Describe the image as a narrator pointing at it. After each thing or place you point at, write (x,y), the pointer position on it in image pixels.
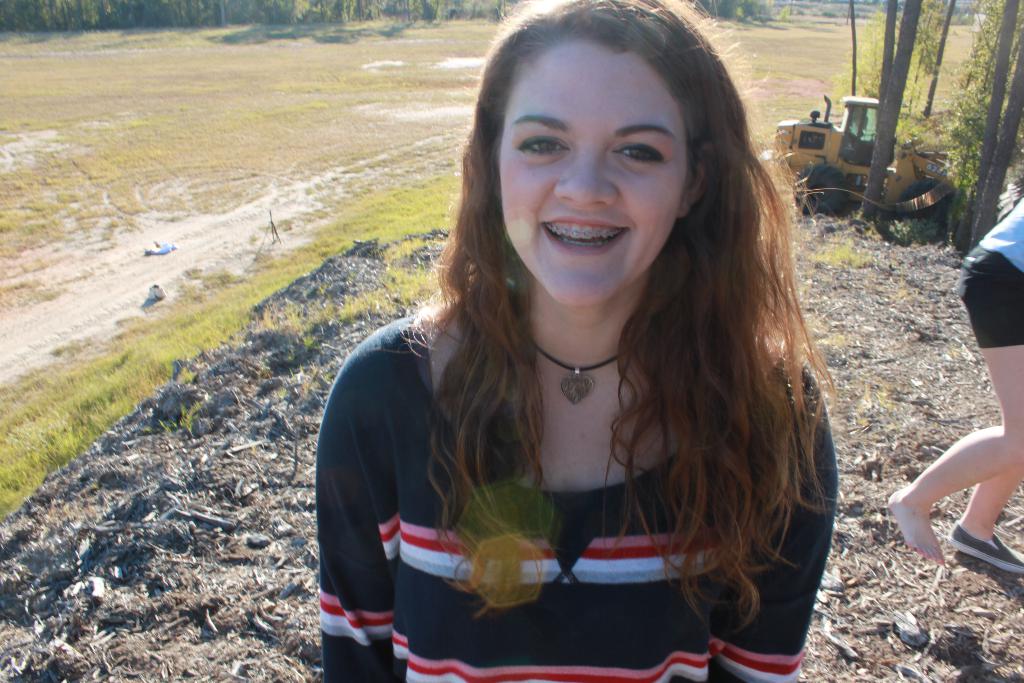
A beautiful girl (611,349) is smiling, she wore a t-shirt (581,605). On the left side (64,384) there is the grass (249,294), on the right side (817,145) there is a vehicle (828,139) in yellow color.
